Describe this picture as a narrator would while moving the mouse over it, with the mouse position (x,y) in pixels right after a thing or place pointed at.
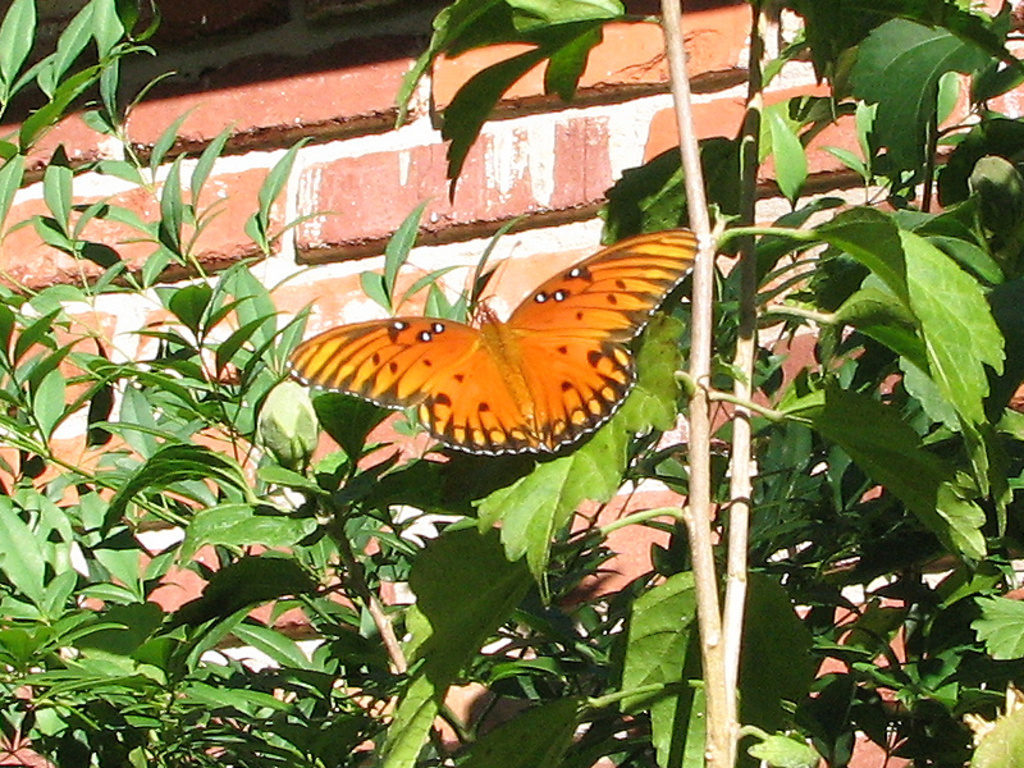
In the center of the image (507,261), we can see a butterfly (474,406) and in the background (806,234), there are plants (636,169) and bricks (446,186).
